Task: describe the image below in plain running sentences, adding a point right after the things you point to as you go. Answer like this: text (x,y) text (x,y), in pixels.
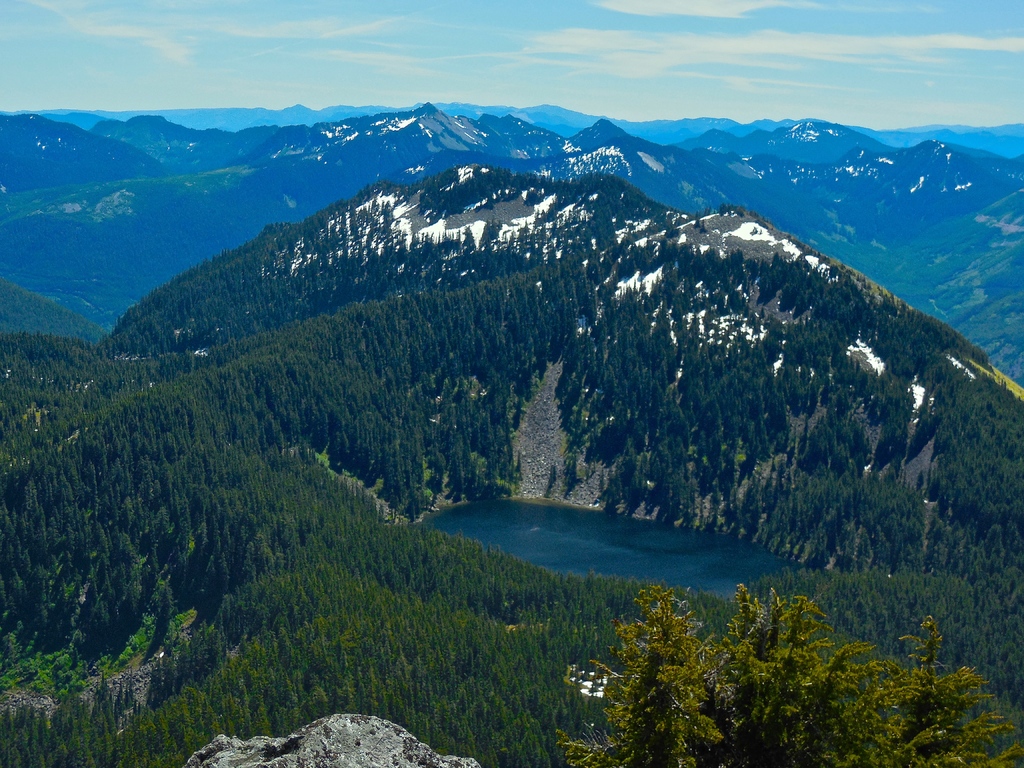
In this image I can see mountains (395,148) and number of trees (236,488). I can also see water (598,516) in the centre of the image (546,511). On the top side of this image (948,61) I can see clouds (950,35) and the sky (330,13).
